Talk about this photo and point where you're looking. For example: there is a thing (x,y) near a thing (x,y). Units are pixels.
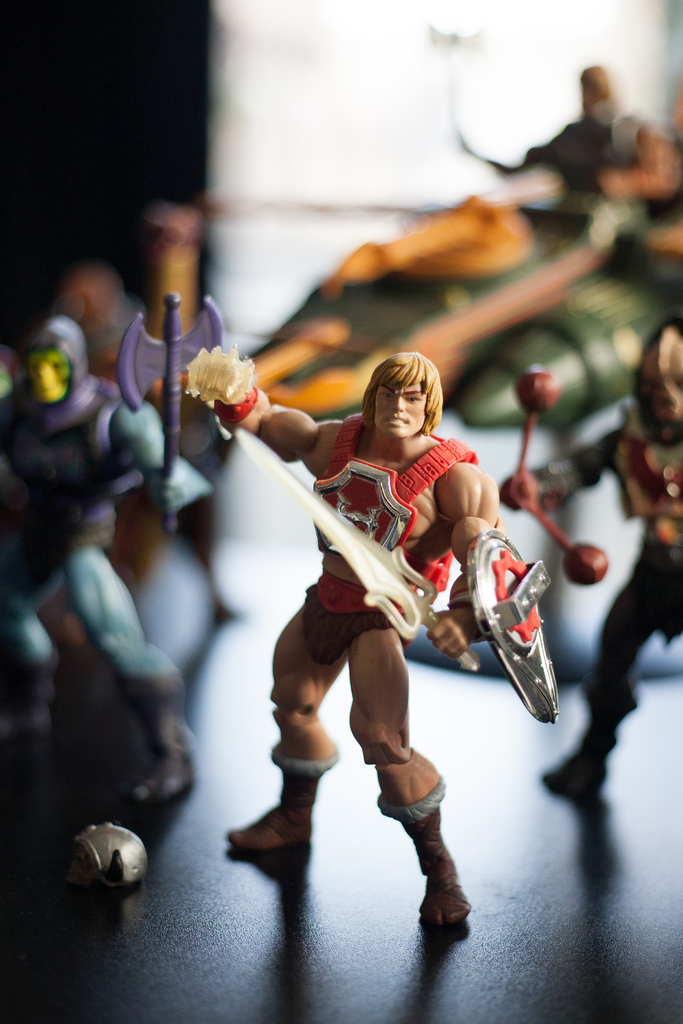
In this image there are toys (181,774) holding the weapons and standing on the floor (391,945). At the back (318,84) image is blurry.
